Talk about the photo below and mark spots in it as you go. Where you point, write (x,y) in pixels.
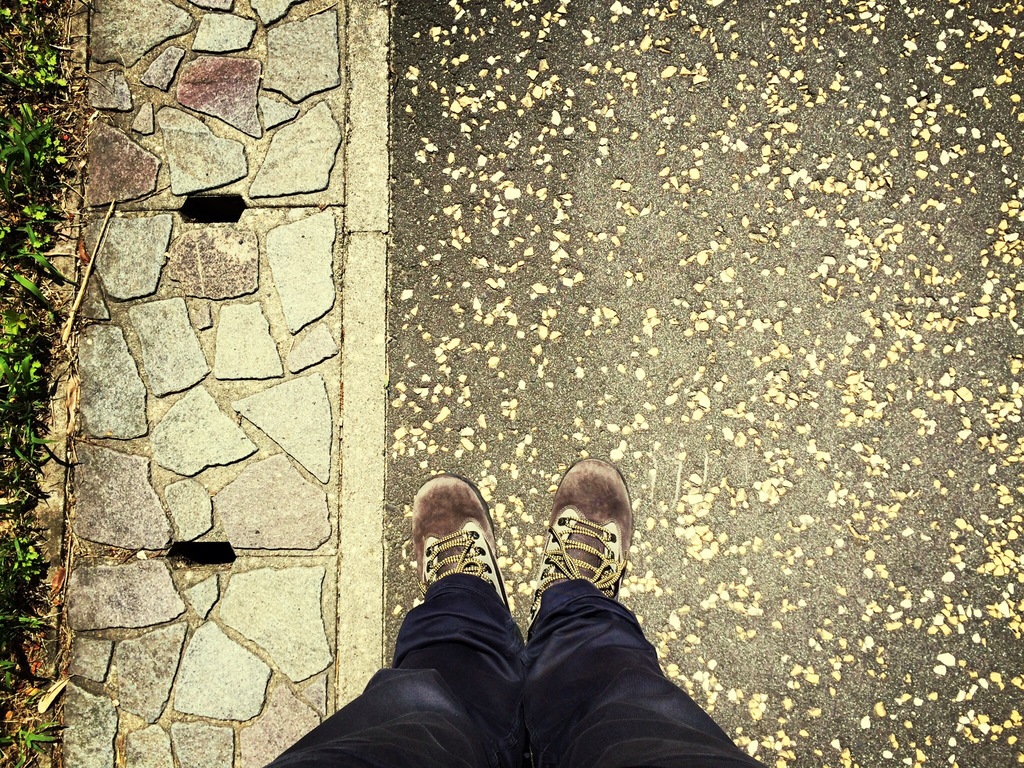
Here we can see legs (508,730) of a person (579,602) on the floor (603,401).
